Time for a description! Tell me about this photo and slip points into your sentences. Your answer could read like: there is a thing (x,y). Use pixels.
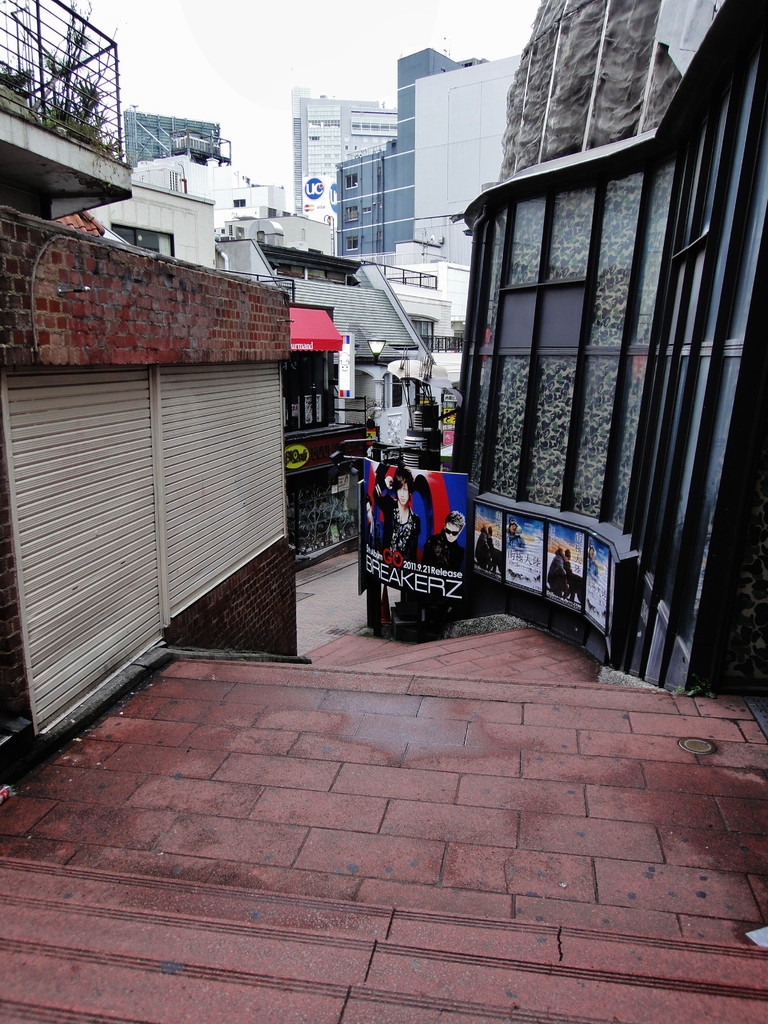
In the center of the image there are stairs (389,855). In the background of the image (397,368) there are buildings (300,174) and sky (266,50).
